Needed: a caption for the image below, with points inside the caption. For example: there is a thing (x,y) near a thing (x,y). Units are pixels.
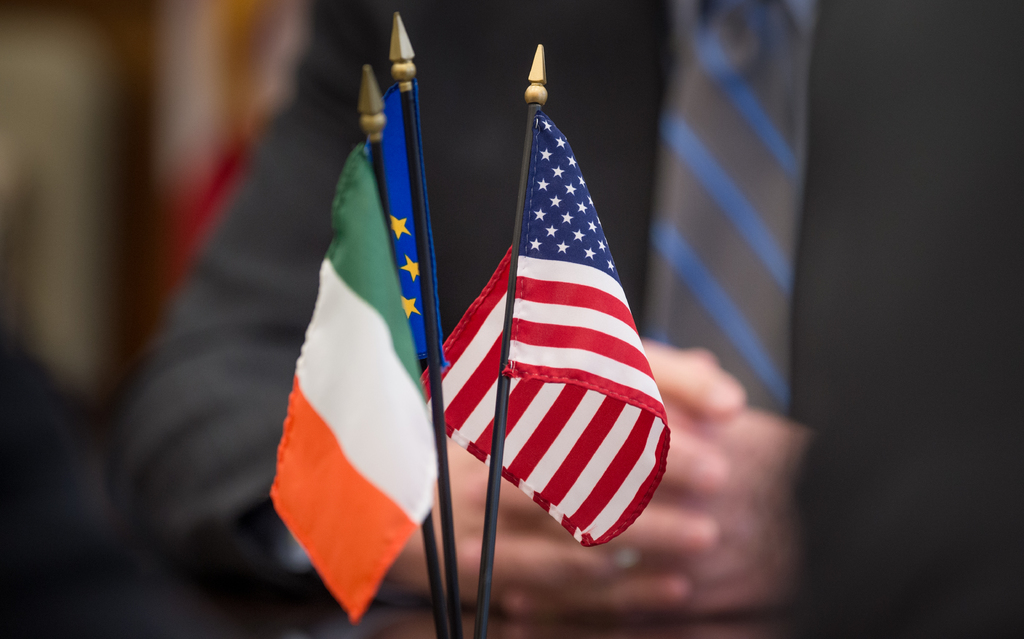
In the foreground of the image (405,348) we can see some flags (398,283). In the background (798,523), we can see a person (861,74) wearing a coat (850,10) and tie (773,186).
